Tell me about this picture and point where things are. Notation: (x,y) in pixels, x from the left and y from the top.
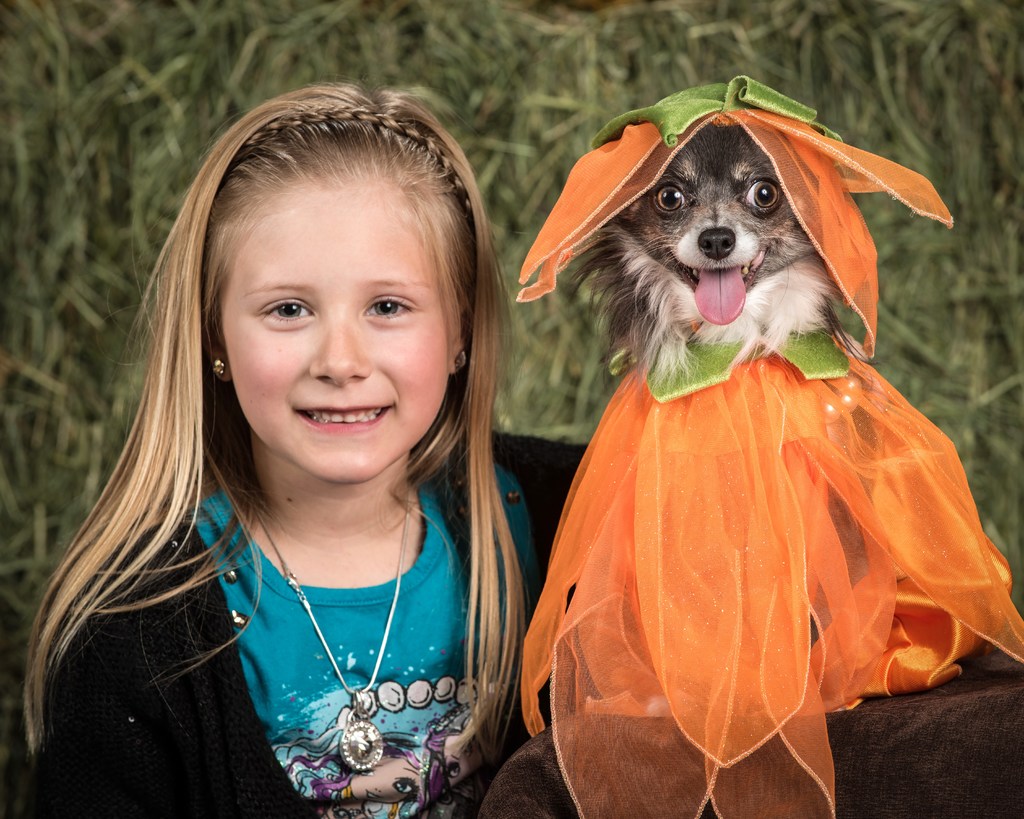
In this picture there is a person (289,566). This is dog (713,466). On the background (305,48) we can see plant (29,440).
